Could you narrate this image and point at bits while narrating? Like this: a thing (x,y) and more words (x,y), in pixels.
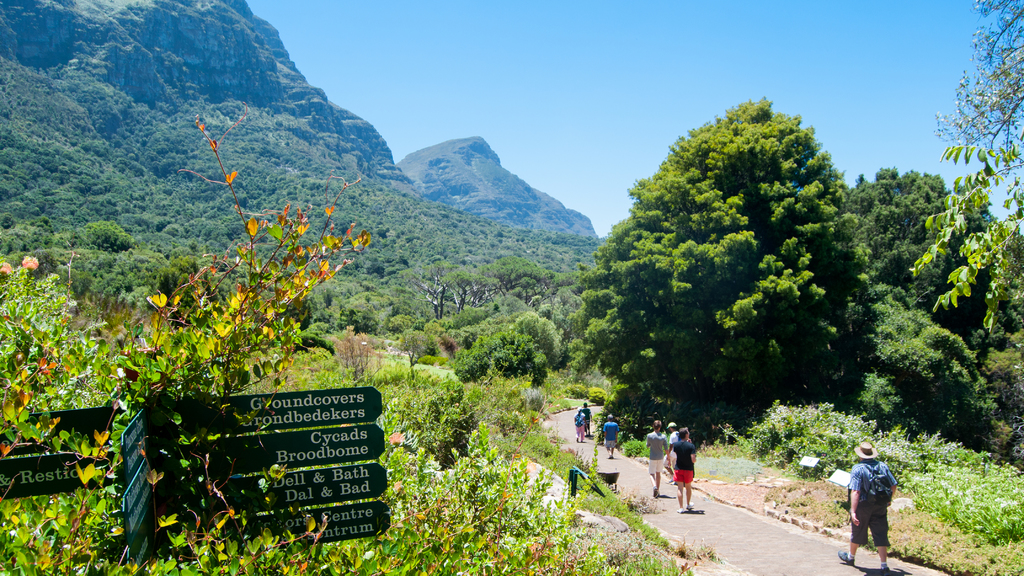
In this image, we can see so many trees (385,313), plants (533,555), hills (286,175) and few objects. On the left side (314,488) bottom of the image (383,516), we can see name boards (372,507). Here we can see few people (845,551) are walking through the walkway (678,501). Background (670,73) there is the sky (616,84).
